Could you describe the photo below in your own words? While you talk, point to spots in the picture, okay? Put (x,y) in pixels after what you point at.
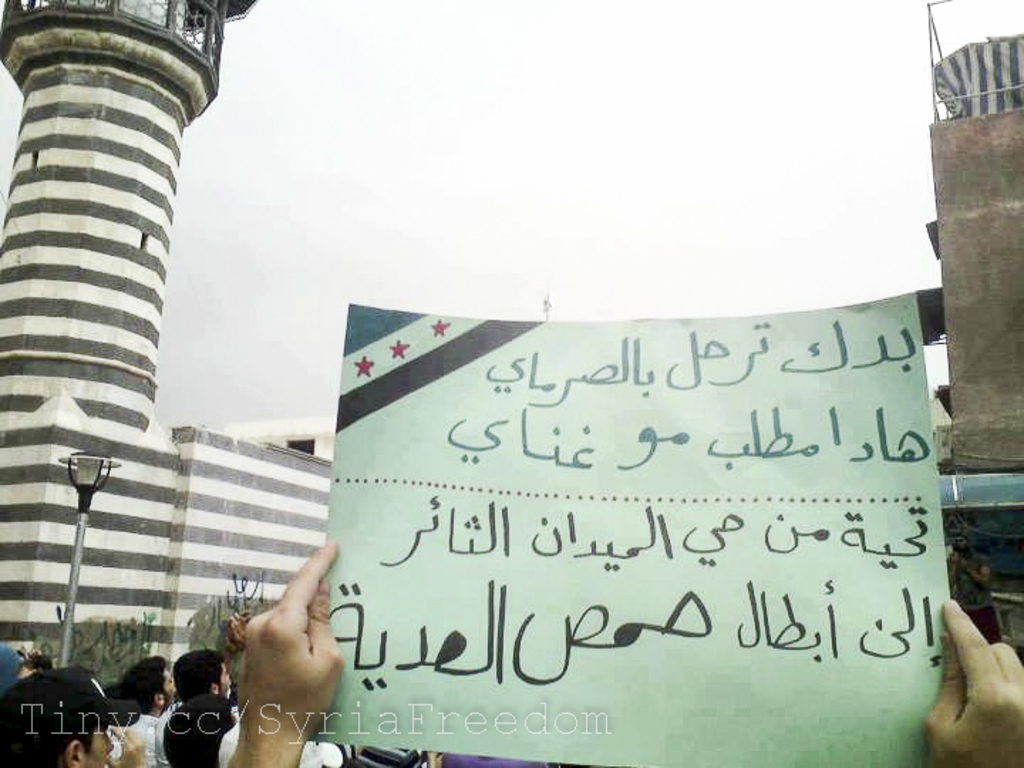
In this image in the front (488,482) there is a banner (635,566) with some text (604,527) written on it, which is holded by the person (1019,674). In the center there are persons (200,693), there is a pole (78,507). In the background (127,442) there is a tower (110,346) and there is a wall (258,490). On the right side (981,282) there is a building (980,218) and on the top of the building (981,83) there is a tent (983,82).
